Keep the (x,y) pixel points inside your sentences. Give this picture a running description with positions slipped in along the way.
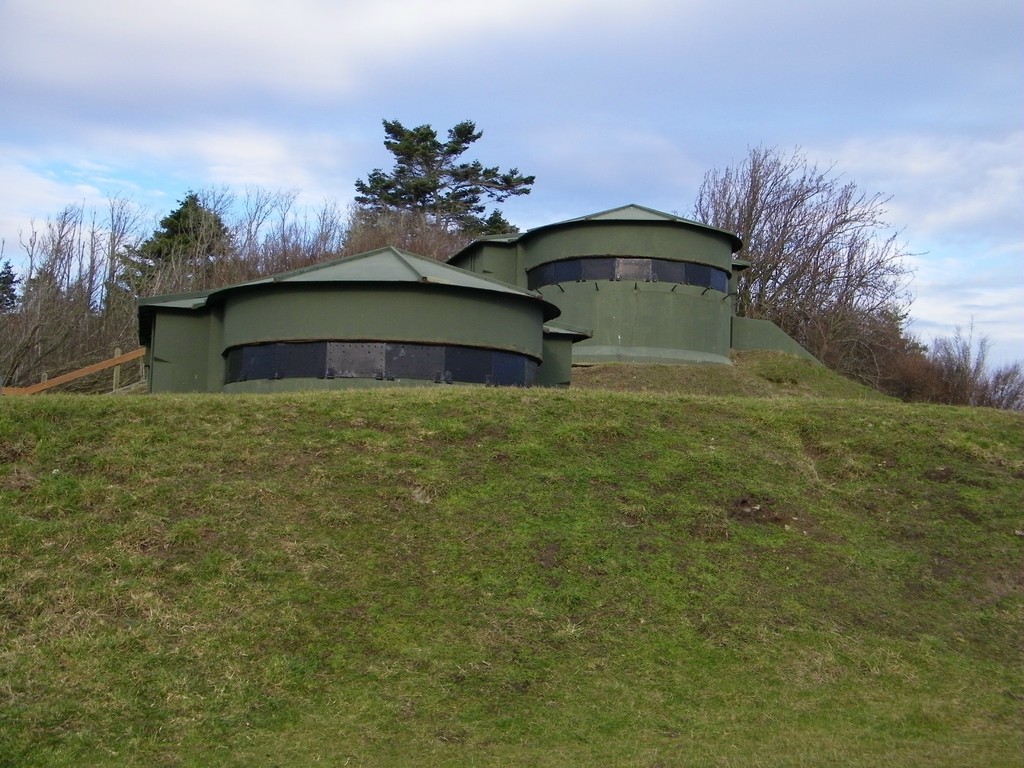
In this image we can see few houses (164,392). There are many trees (309,235) and plants (415,213) in the image. There is a grassy land (187,405) in the image. We can see the clouds (657,67) in the sky (718,50).
